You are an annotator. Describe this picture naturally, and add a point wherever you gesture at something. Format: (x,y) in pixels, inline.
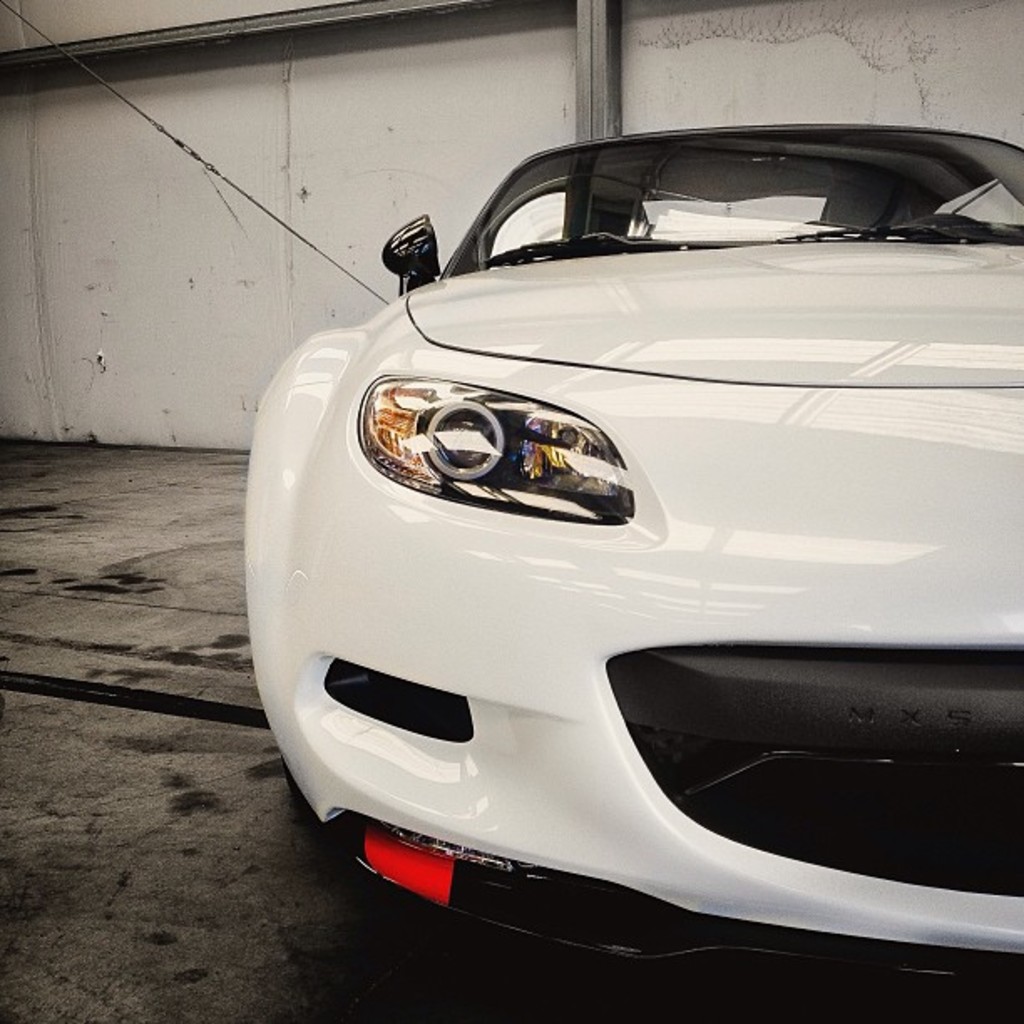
This picture is clicked inside. On the right (849,222) there is a white color car (447,638) parked on the ground (258,708). In the background (325,32) we can see a cable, wall (535,80) and the metal rods (594,52).
